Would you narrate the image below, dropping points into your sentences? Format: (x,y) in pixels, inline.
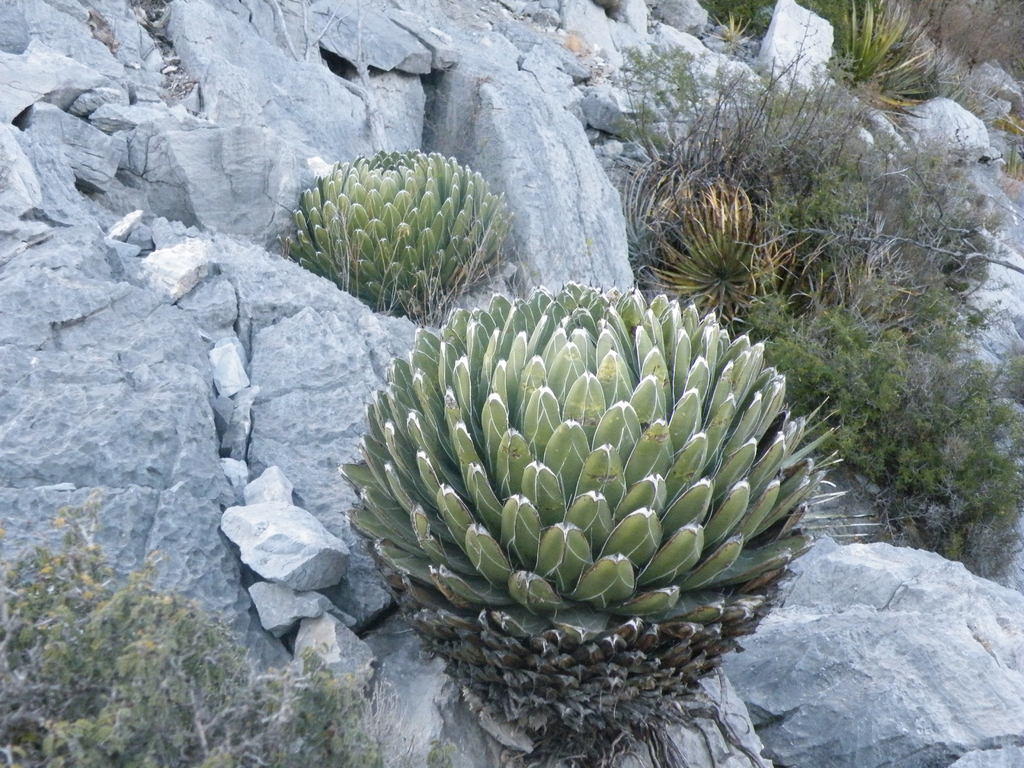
This picture is clicked outside. In the foreground (245,344) we can see the plants (425,394), rocks (1005,166) and some other objects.
